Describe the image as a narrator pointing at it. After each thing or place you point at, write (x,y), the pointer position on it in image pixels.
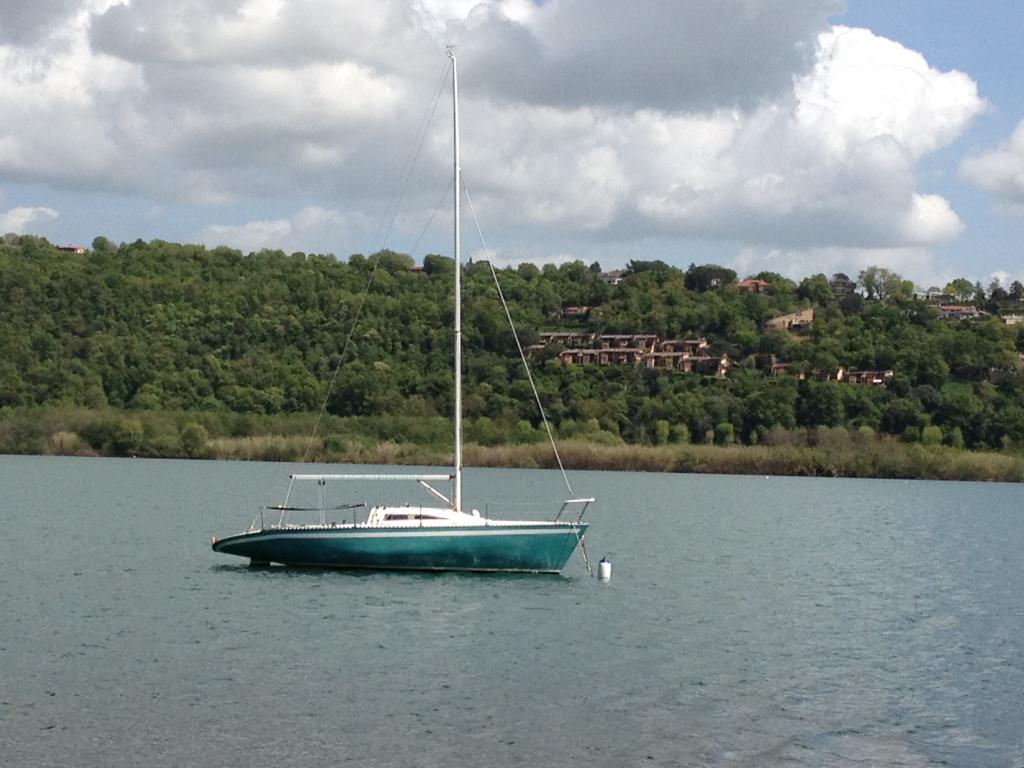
In this image, we can see water (674,577), there is a ship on the water (391,596), we can see some green trees (235,363), there are some homes (621,363), at the top (936,186) there is a sky (720,76) and we can see some clouds (451,117).
